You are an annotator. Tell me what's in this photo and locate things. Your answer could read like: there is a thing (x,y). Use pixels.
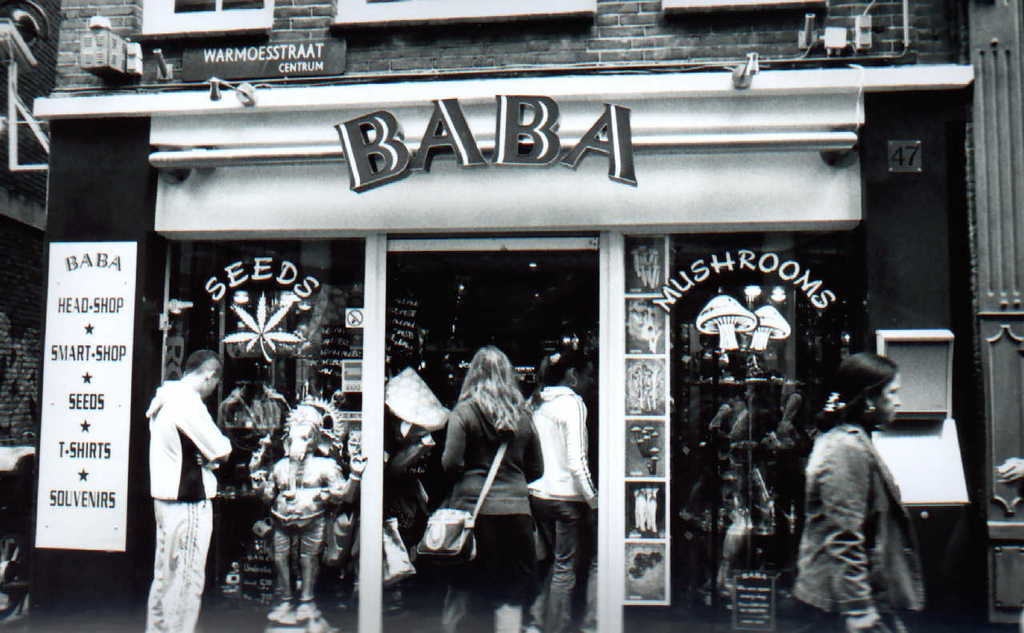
This is a picture of black and white and I can see a building (670,220), in front of the building (833,185) I can see idol (280,482) and a person (196,434) visible in front of the building (326,604) I can see there two women (577,389) visible entrance gate (491,307) of the building (478,315) And I can see a woman (857,409) on the right side (843,482).
